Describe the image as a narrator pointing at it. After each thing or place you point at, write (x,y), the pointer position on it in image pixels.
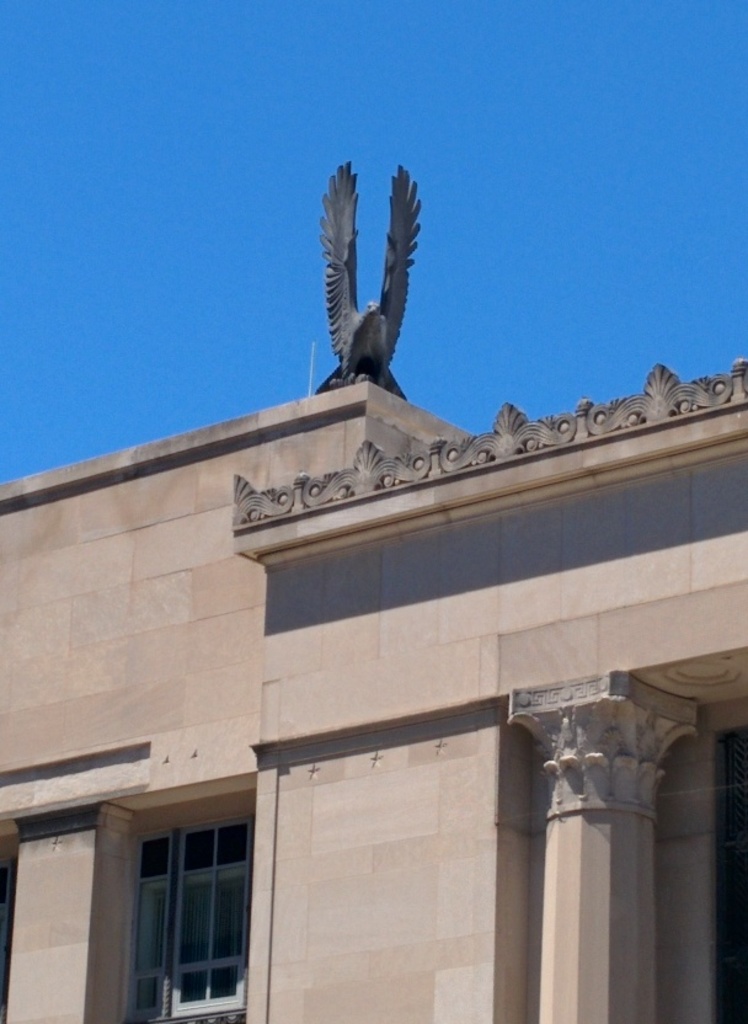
There is a building (264,590) with brick wall (404,853), windows (163,909) and pillars (51,931). On the building (351,395) there is a statue of a bird (359,326). In the background (434,251) there is sky (574,298).
